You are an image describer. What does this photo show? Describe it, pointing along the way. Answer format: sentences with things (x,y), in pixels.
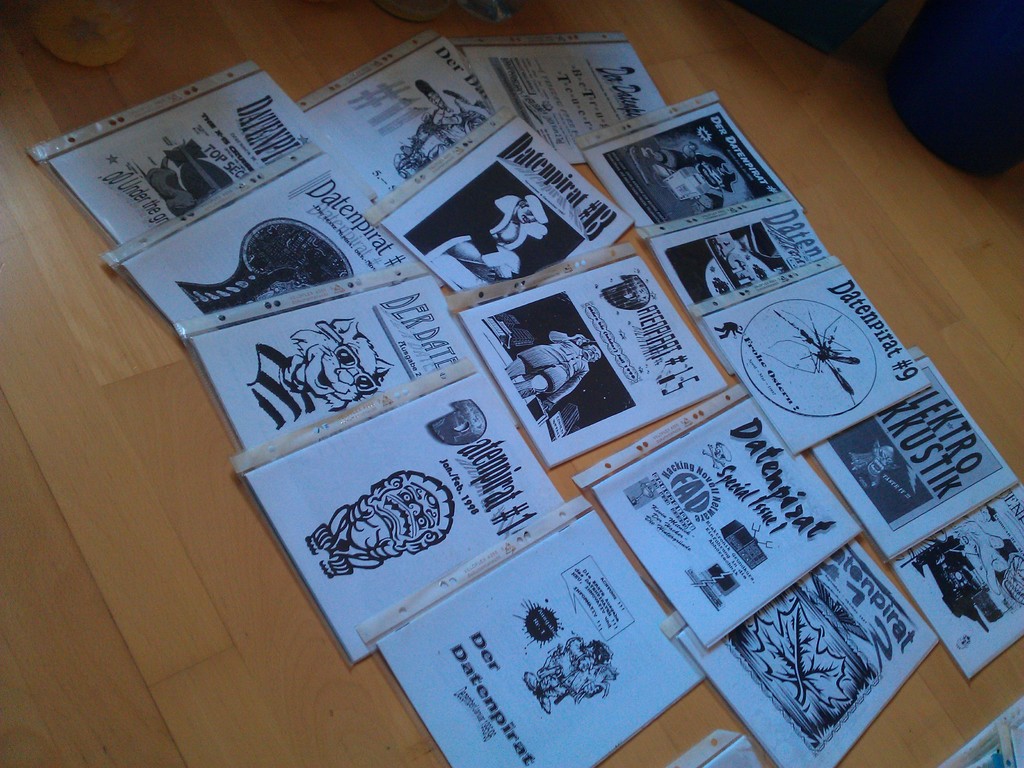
In this picture, we see the books (526,374) or the papers (506,365) containing the sketch (515,216) of cartoons (530,216) and the text (444,346) written are placed on the wooden table (151,471) or the floor (972,322). In the right top (979,34), we see an object (954,59) in black color.
